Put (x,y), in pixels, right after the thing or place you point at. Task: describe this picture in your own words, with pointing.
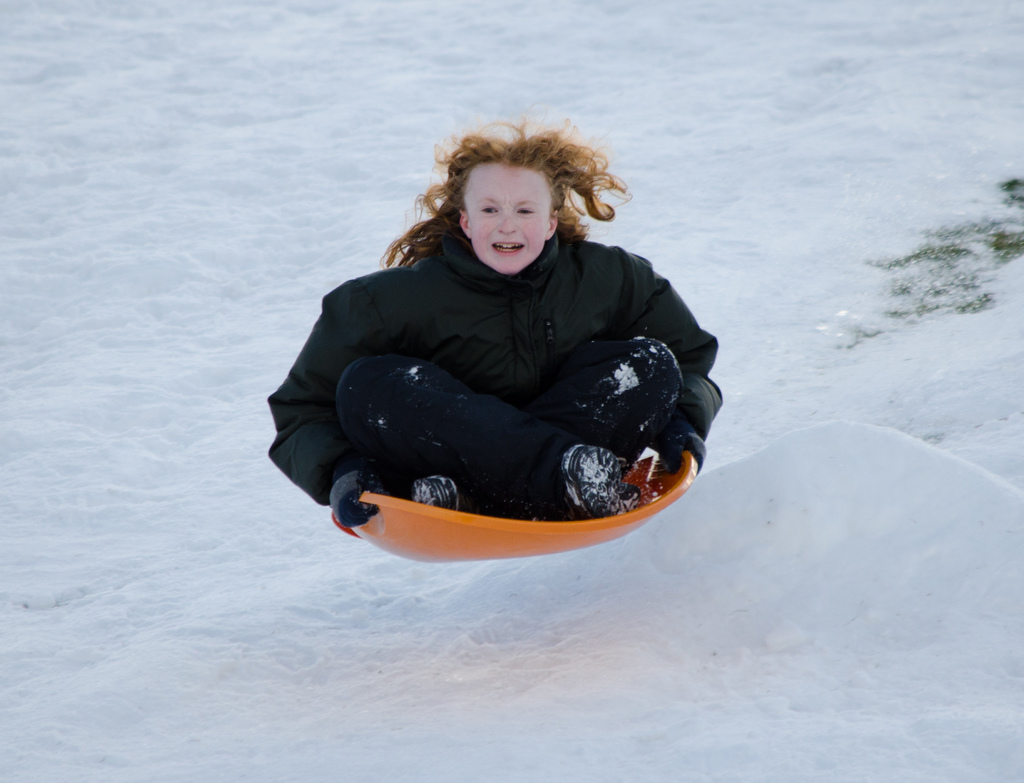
In this image there is a girl (538,505) sledding on snow (595,22).
